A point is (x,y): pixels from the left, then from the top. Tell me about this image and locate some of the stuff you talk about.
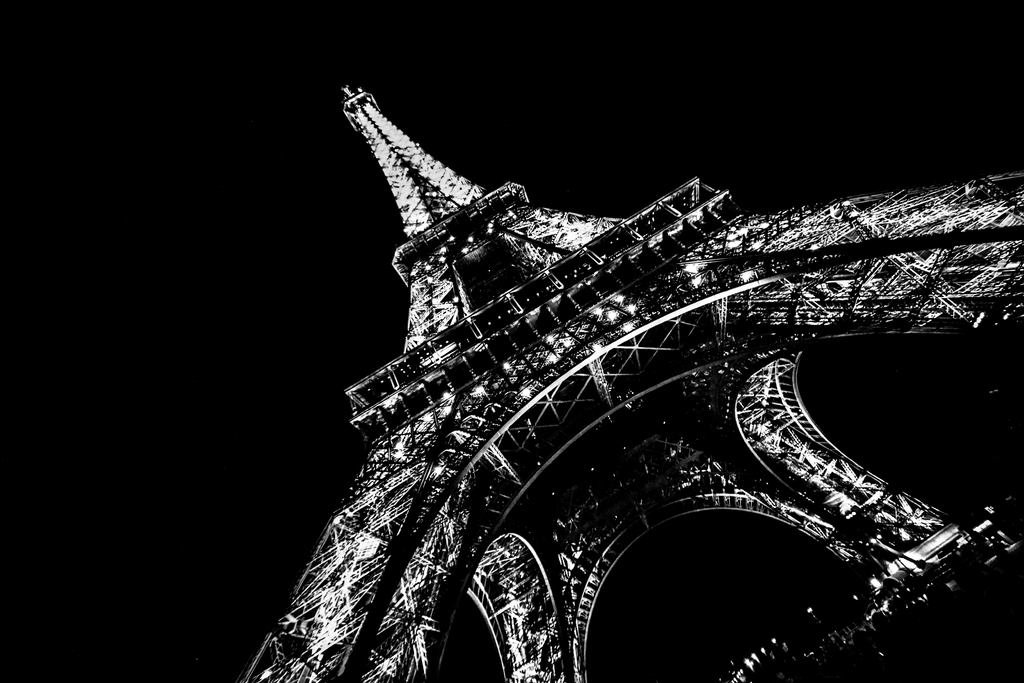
In this image, we can see an Eiffel tower (715,241) on the dark background.
